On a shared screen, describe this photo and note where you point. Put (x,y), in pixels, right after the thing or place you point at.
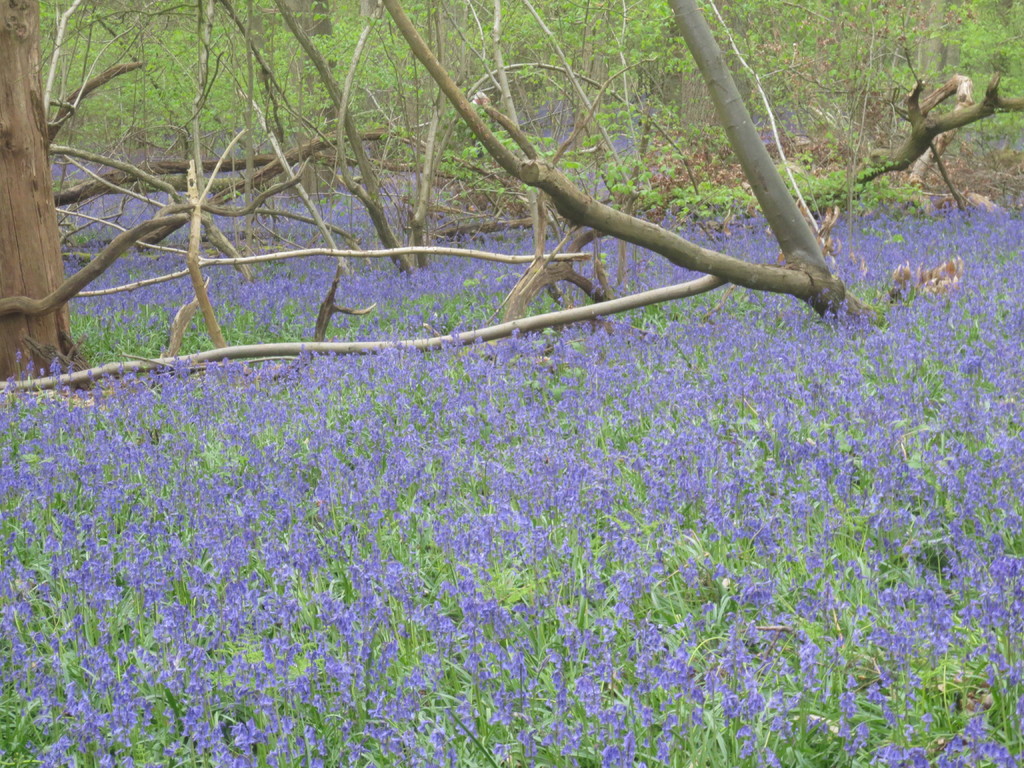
In this image there are flowers (380,556), plants (588,569) and trees (337,63).
